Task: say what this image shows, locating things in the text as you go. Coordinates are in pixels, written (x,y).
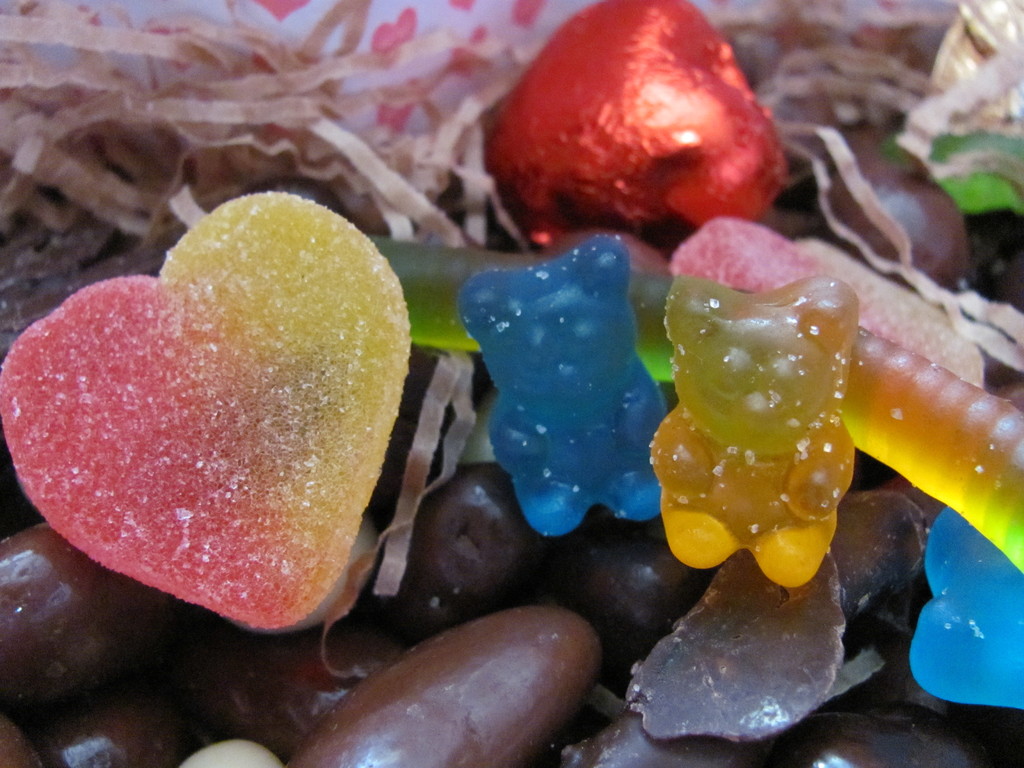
In this picture, there are different colors of candies (529,363) and chocolates (523,732).
